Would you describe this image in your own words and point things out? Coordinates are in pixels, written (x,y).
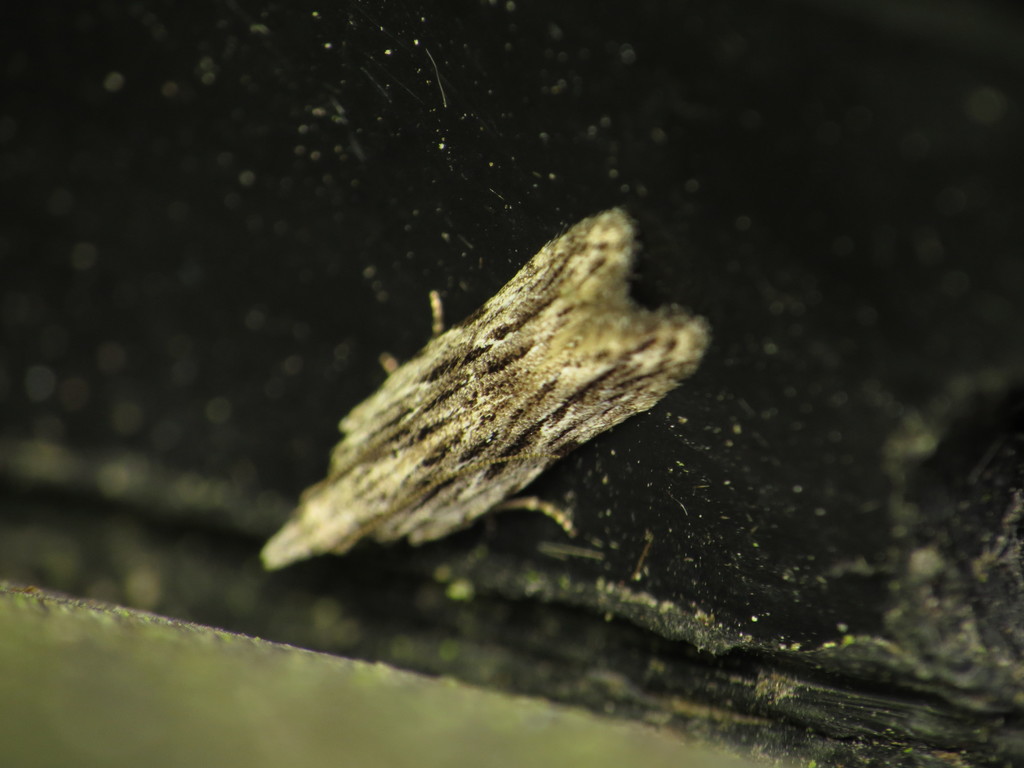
In this picture we can see an insect (513,440).
